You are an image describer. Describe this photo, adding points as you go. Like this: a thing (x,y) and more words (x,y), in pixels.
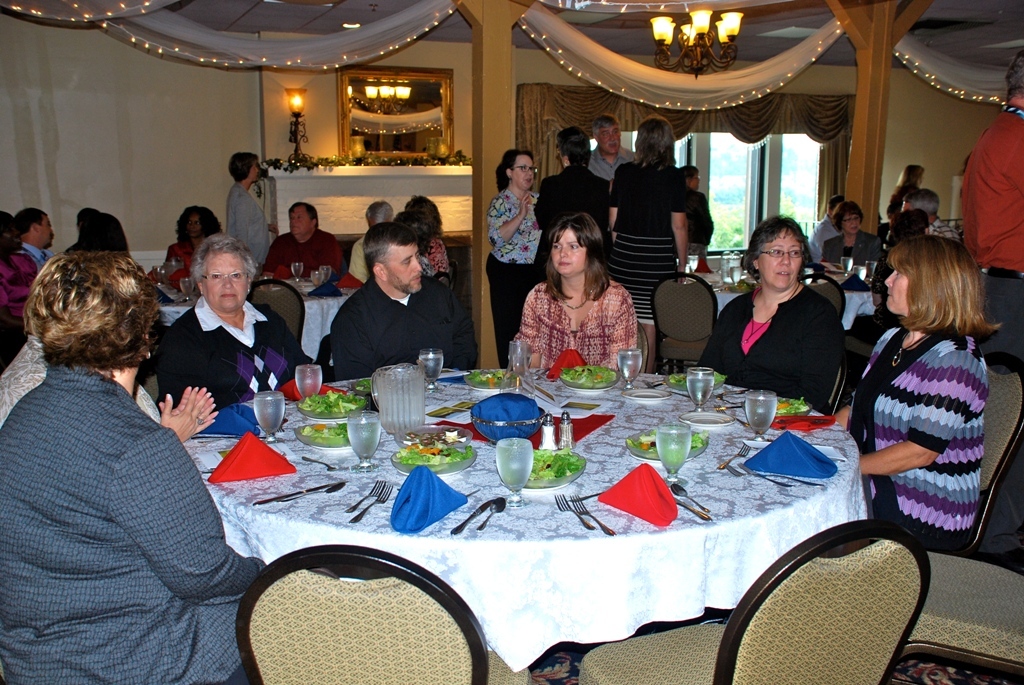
In this image, we can see a group of people (934,456). Few people (930,447) are sitting on the chairs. Here we can see tables (560,381) covered with clothes (634,557). So many things (395,431) and objects (433,479) are placed on it. At the bottom (667,684), we can see chairs (825,656) and floor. Background (495,310) we can see people (680,217) are standing. Here we can see wall (235,136), light (297,103), mirror (362,129), pillars (501,146), curtains (842,169), glass window (731,192), chandelier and decorative objects (74,22).
